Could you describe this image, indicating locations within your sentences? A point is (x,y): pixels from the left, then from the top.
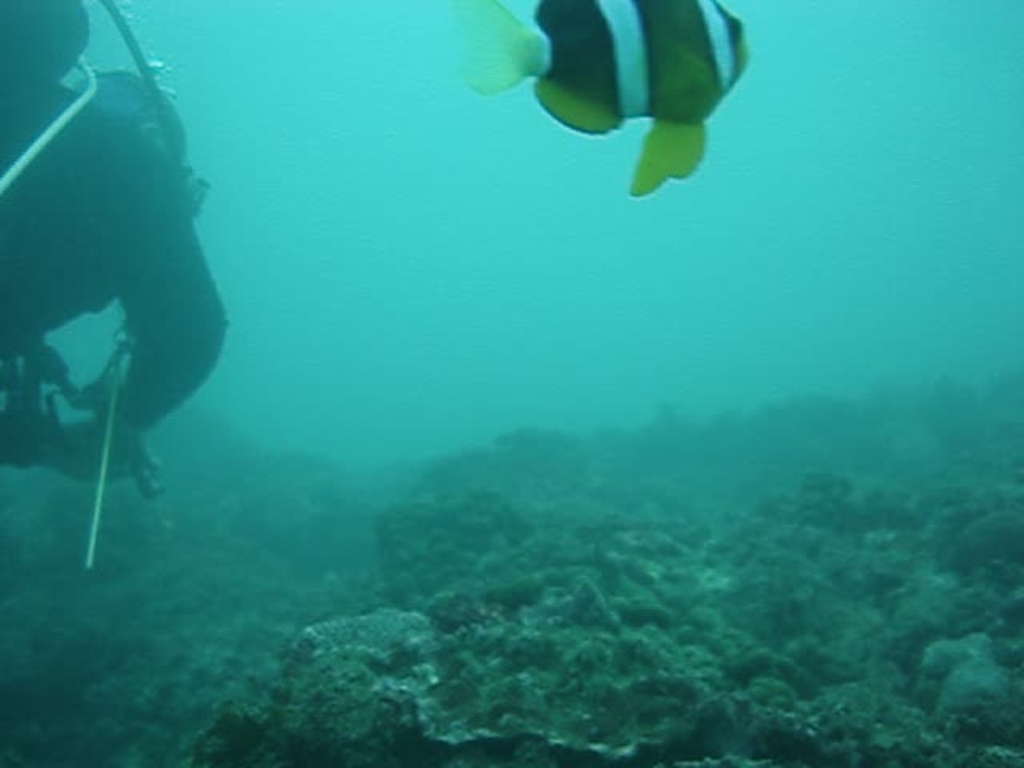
There is a man (204,361) on the left side of the image (128,285) under the water (107,345) and there are aquatic plants (538,561) at the bottom side (584,603). There is a fish (606,84) at the top side of the image (624,86).
